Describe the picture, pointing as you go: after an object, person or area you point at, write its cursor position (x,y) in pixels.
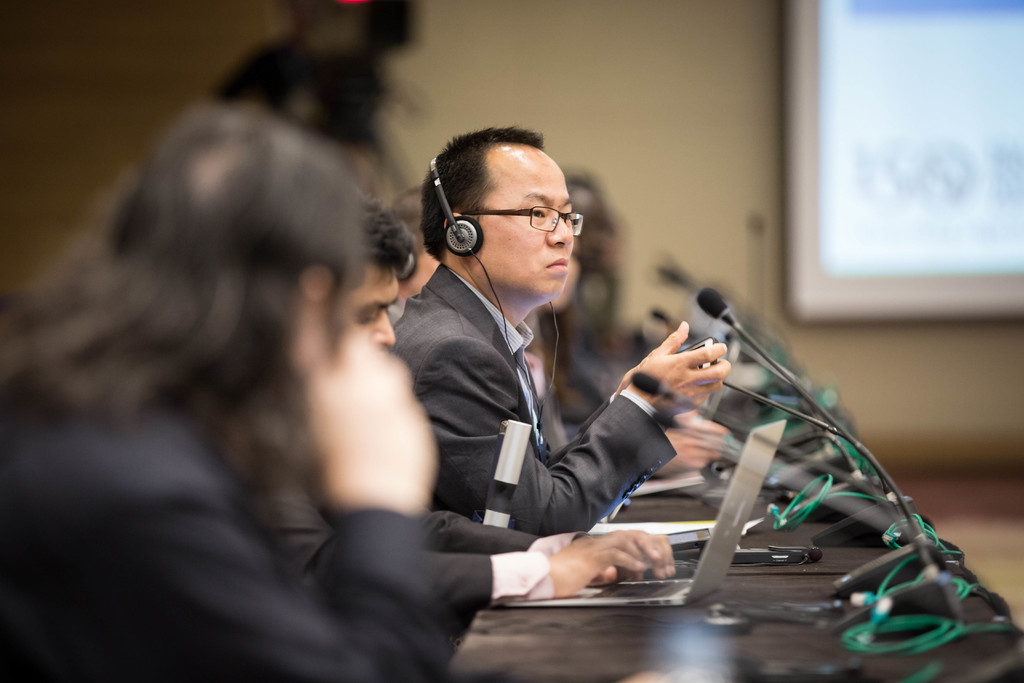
Here we can see few persons (475,421) are sitting on the chairs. This is a table (757,581). On the table (728,585) there is laptop (683,578), cables (831,389), papers (669,530), and mike's (712,300). In the background (654,123) we can see a wall (714,138) and screen (912,259).
